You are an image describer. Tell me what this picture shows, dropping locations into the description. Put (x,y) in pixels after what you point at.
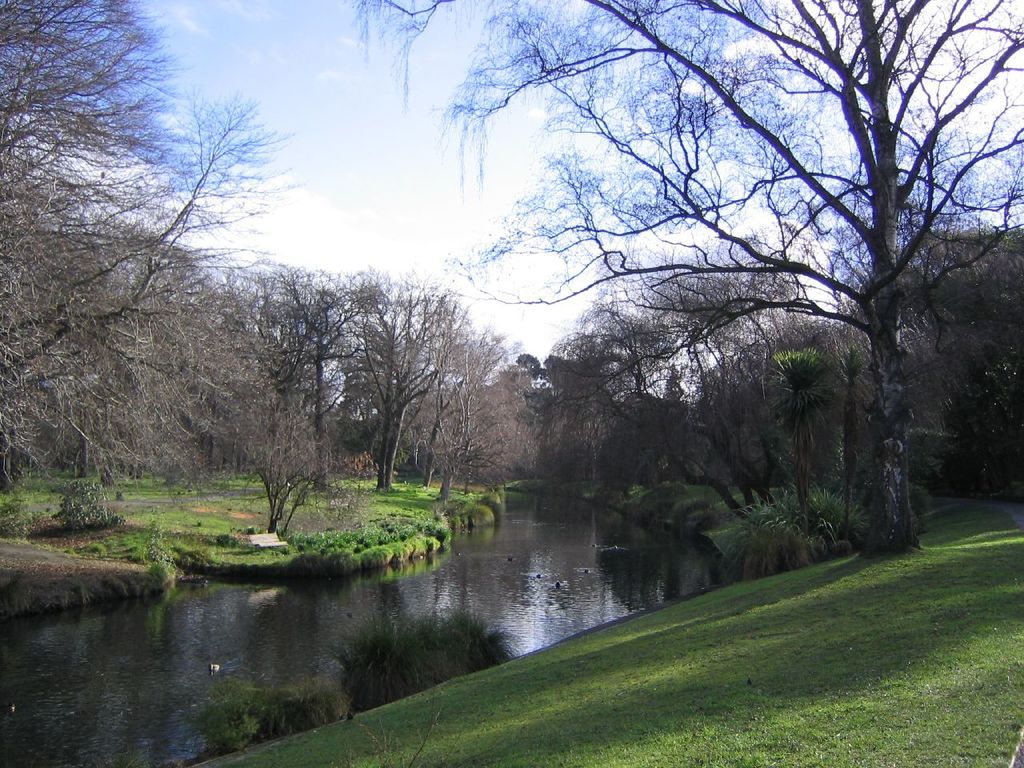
In this image I can see grass (792,669), shadows (882,635), number of trees (122,143), water (271,648) and bushes (456,655). In the background (593,104) I can see the sky (420,243).
